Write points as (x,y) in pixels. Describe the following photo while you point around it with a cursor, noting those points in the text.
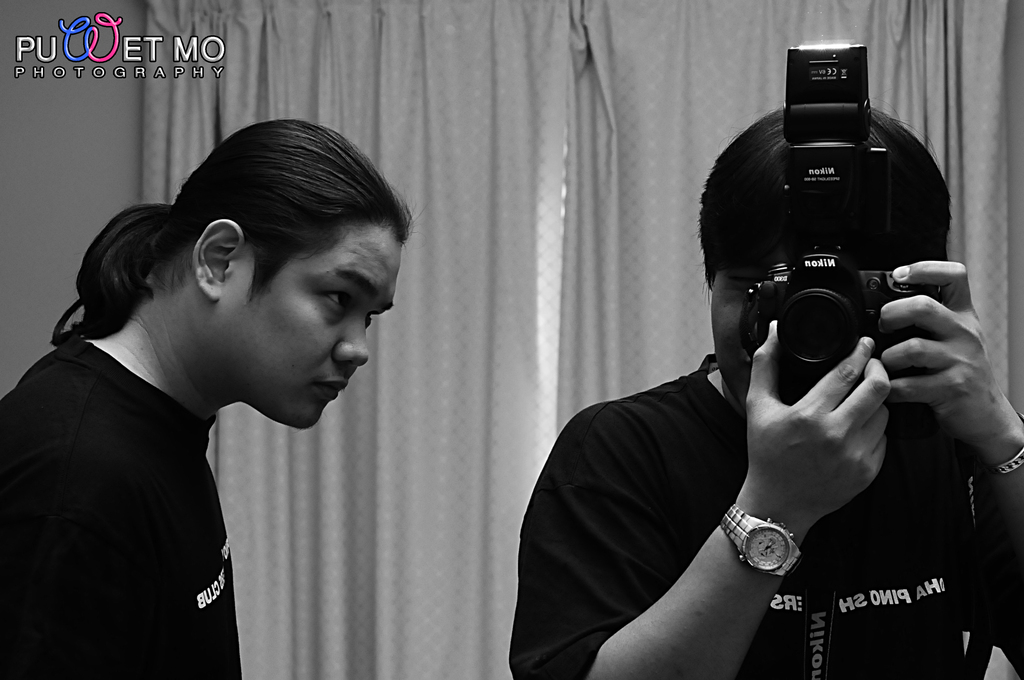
In this image I can see two people (716,283) where one is holding a camera (797,64). I can also see a watch (779,526) in his hand (737,556). In the background (442,84) I can see curtains (551,217).
